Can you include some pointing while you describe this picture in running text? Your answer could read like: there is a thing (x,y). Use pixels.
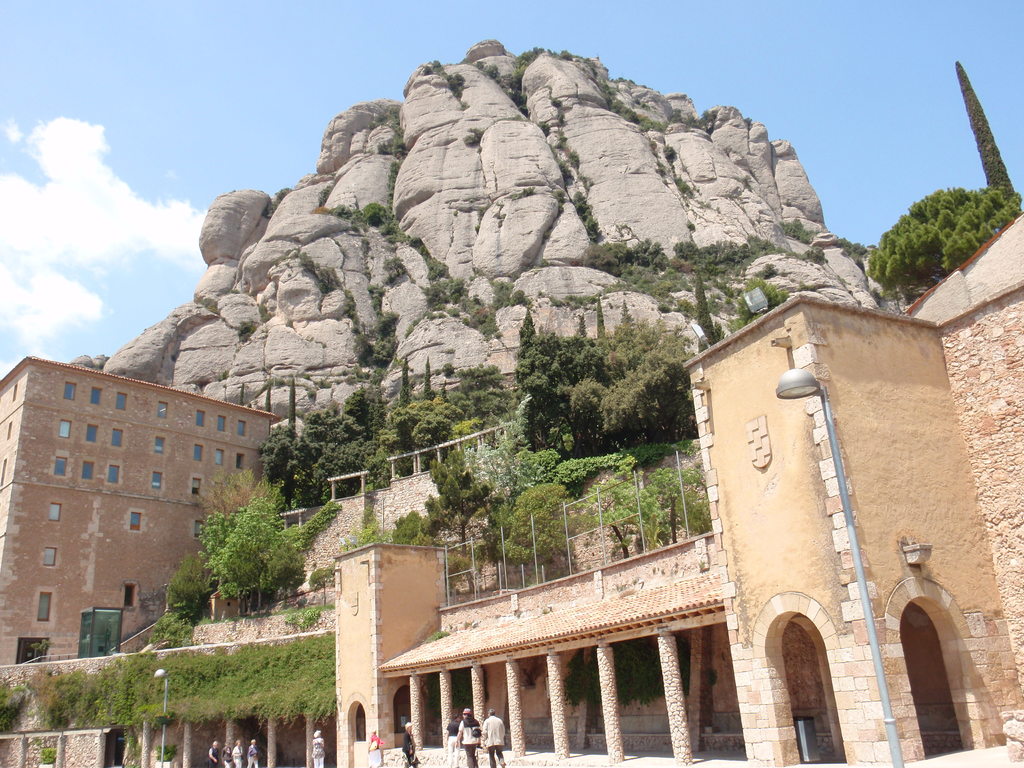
There are buildings (139,541) with windows (56,519), pillars (518,739), arches (803,682) and brick wall (841,669). There are many people (501,738) and light poles (874,629). In the back (360,247) there are trees (217,559) and rocks (442,174). In the background (176,107) there is sky (709,54) with clouds (93,141).
